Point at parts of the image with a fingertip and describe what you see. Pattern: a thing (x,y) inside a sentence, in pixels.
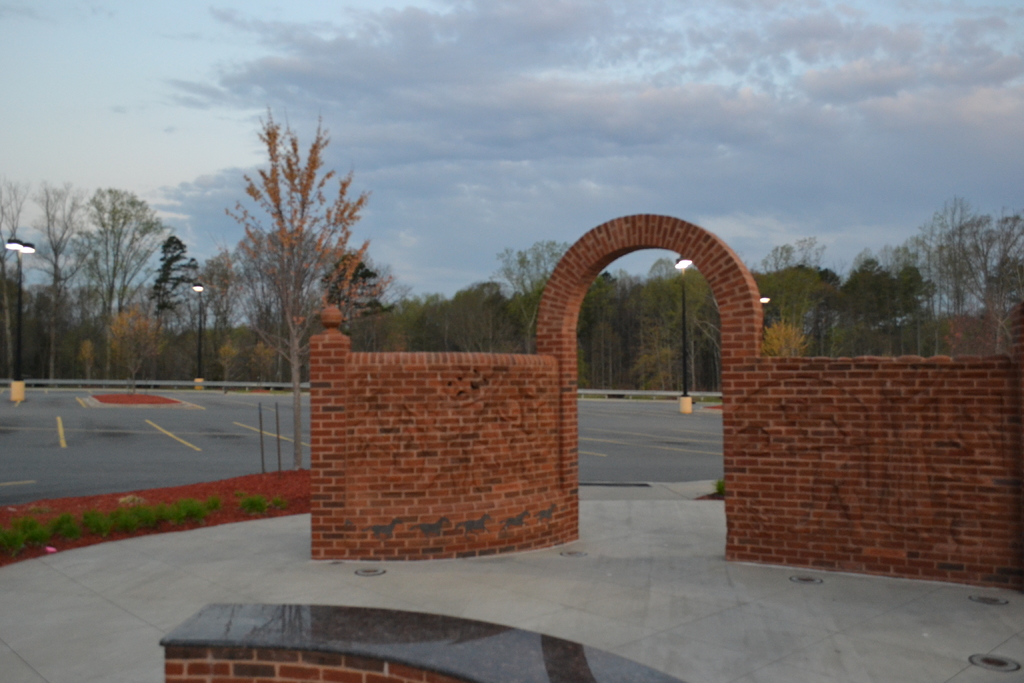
In this image I can see brick wall (516,492). In the background (386,326) I can see trees (356,337), pole lights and the sky (515,149).
